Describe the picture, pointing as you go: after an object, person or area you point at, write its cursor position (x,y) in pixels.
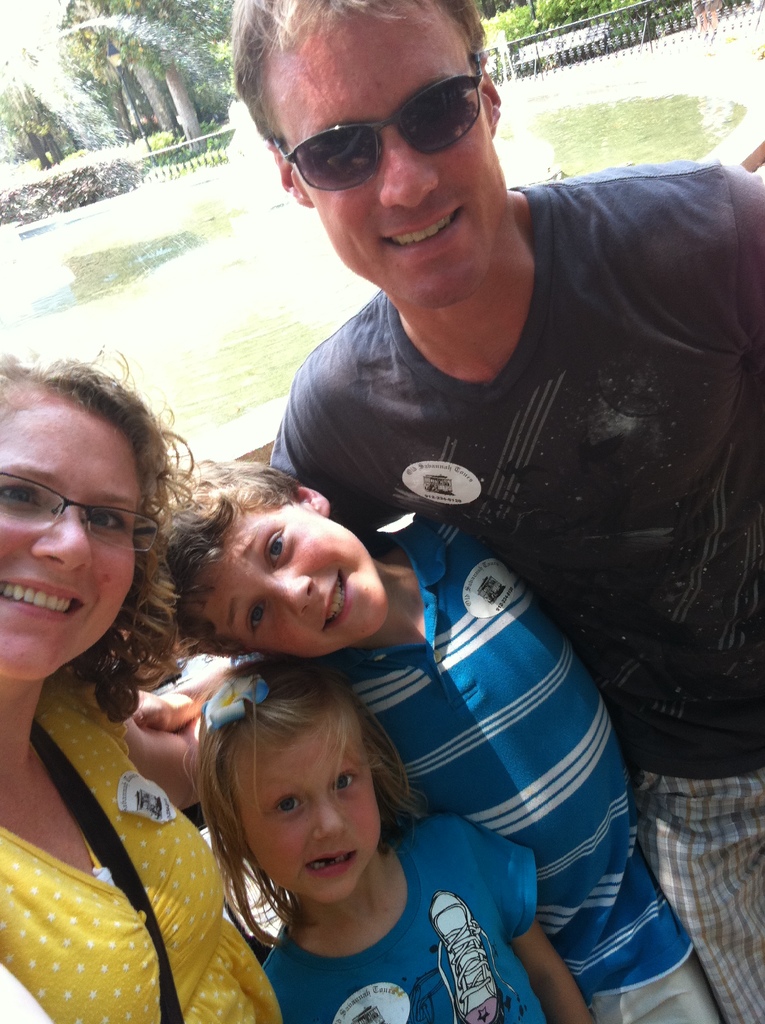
In this image we can see two adults (717,723) and two children (656,928), in the background (183,208) there is a fountain (194,233) and some trees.
